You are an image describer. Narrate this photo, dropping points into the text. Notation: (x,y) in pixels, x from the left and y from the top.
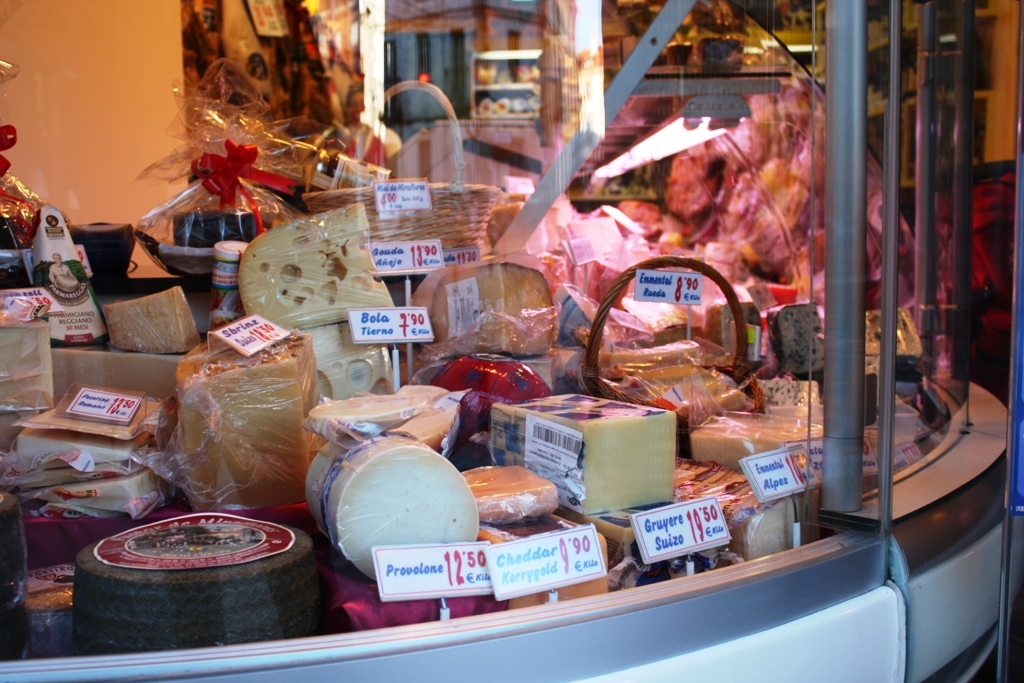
In this picture I can see there are different types of cheese (374,518) placed here and it has a glass window (518,148) and there are price tags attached to it.
